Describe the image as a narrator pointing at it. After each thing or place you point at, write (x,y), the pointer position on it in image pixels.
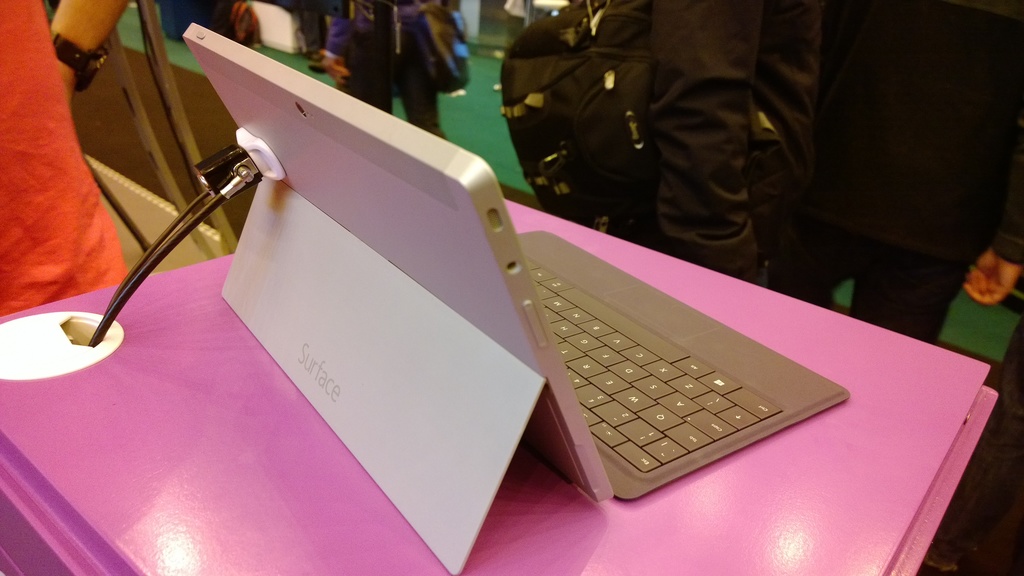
Here in this picture we can see a laptop (533,304) present on a pink colored table (149,366) over there and we can see people (63,117) standing here and there on the floor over there and we can see some people (782,154) are wearing bags (523,55) and handbags (445,63) on them.
